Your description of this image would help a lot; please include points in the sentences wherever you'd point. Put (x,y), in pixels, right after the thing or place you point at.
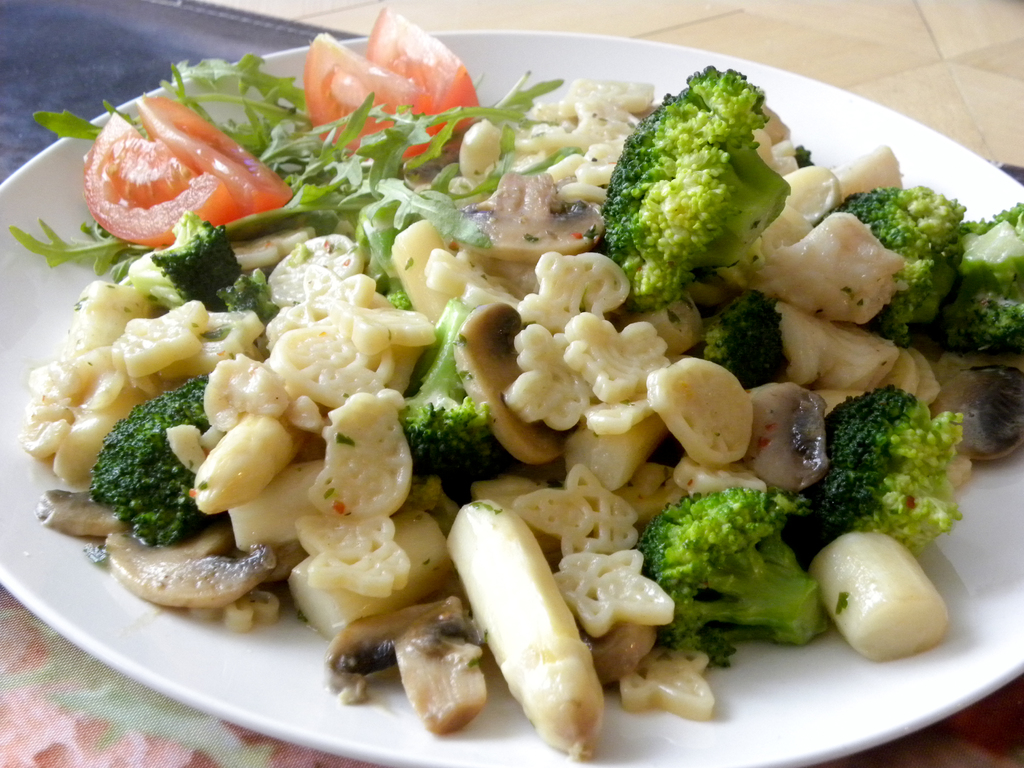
In this image we can see a plate (808,708) containing food (632,382) placed on the table (134,736). In the background (912,84) there is a floor (850,85).
